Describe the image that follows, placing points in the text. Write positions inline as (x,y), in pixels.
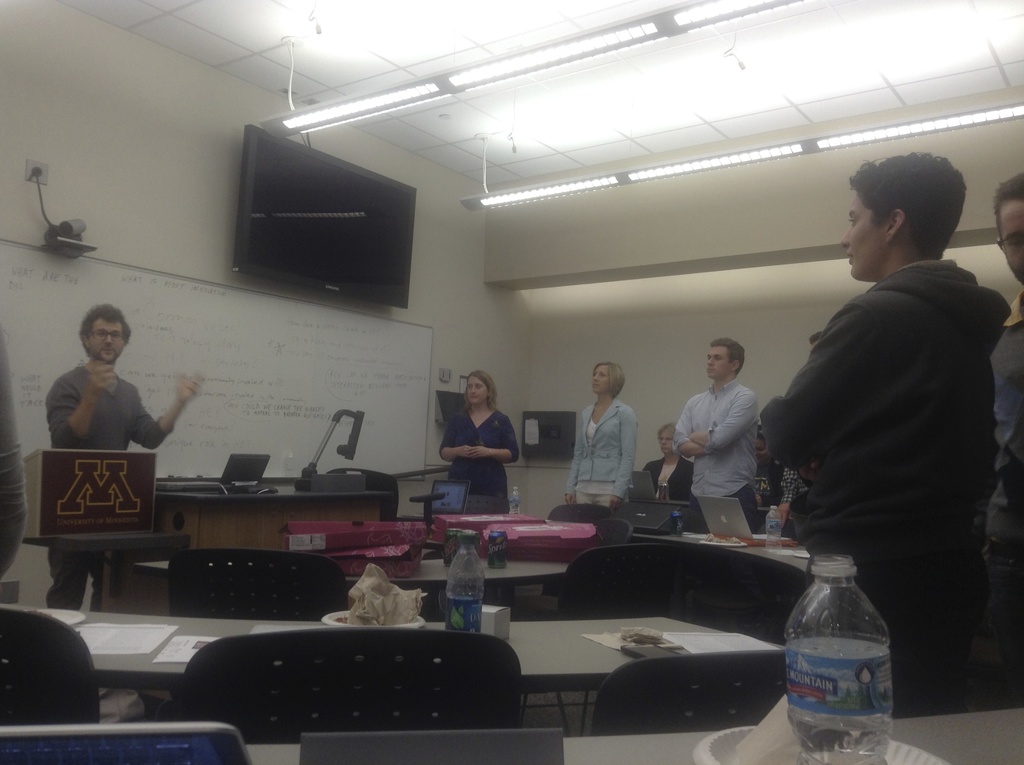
In this image there are six person (827,484) standing and few person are sitting on the chair (692,689). On the table (682,736) there is a plate (722,757), water bottle (829,704), laptop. At the back side (230,365) there is a board (218,349) and a television (312,166).
